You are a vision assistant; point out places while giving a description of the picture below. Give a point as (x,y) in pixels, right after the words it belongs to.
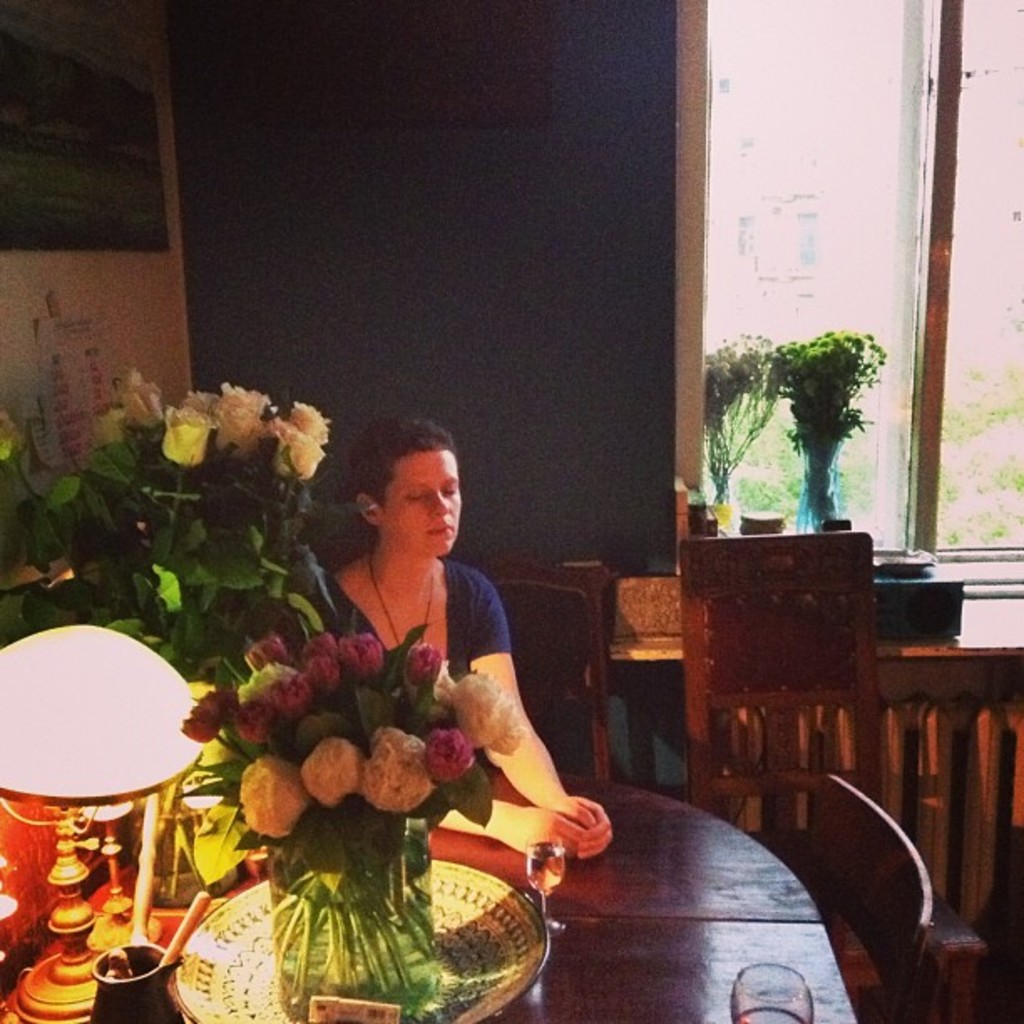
I can see a woman (498,625) sitting on the chair (541,691). This is a table (613,931) with wine glasses (745,1021), lamp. I can see two bunch of roses (289,691) placed inside the jar (383,930). At background (724,499) i can see another two bunch of flowers (810,403) in the jars (825,479). These are the empty chairs (831,750).
